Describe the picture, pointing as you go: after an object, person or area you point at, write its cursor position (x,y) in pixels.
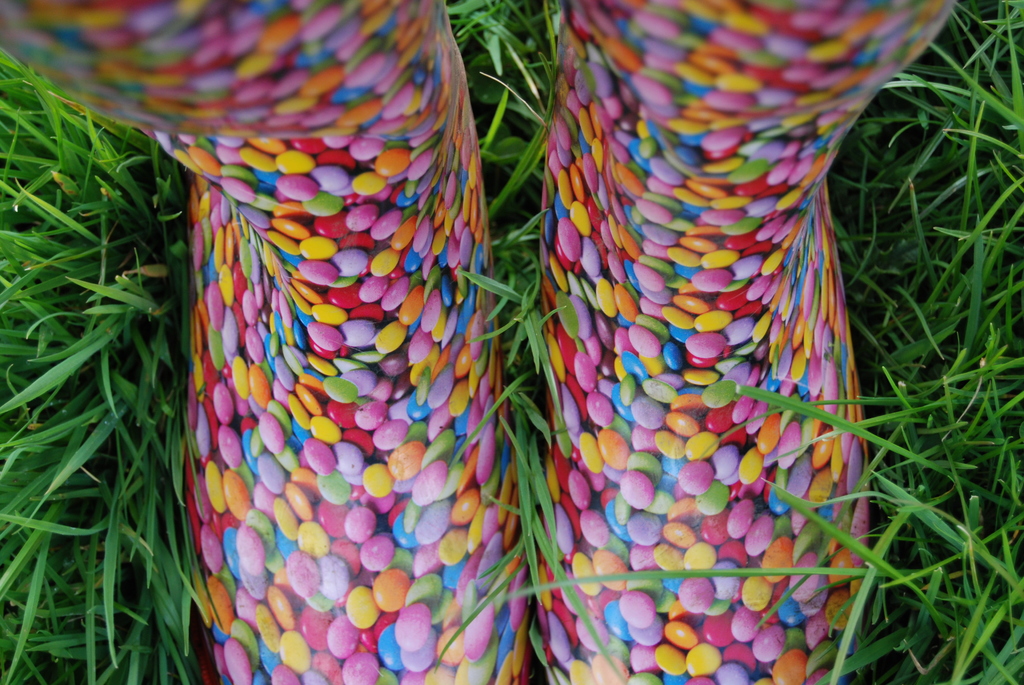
In the picture I can see few gems (437,274) which are in different colors and there is greenery grass (955,376) on either sides of it.
